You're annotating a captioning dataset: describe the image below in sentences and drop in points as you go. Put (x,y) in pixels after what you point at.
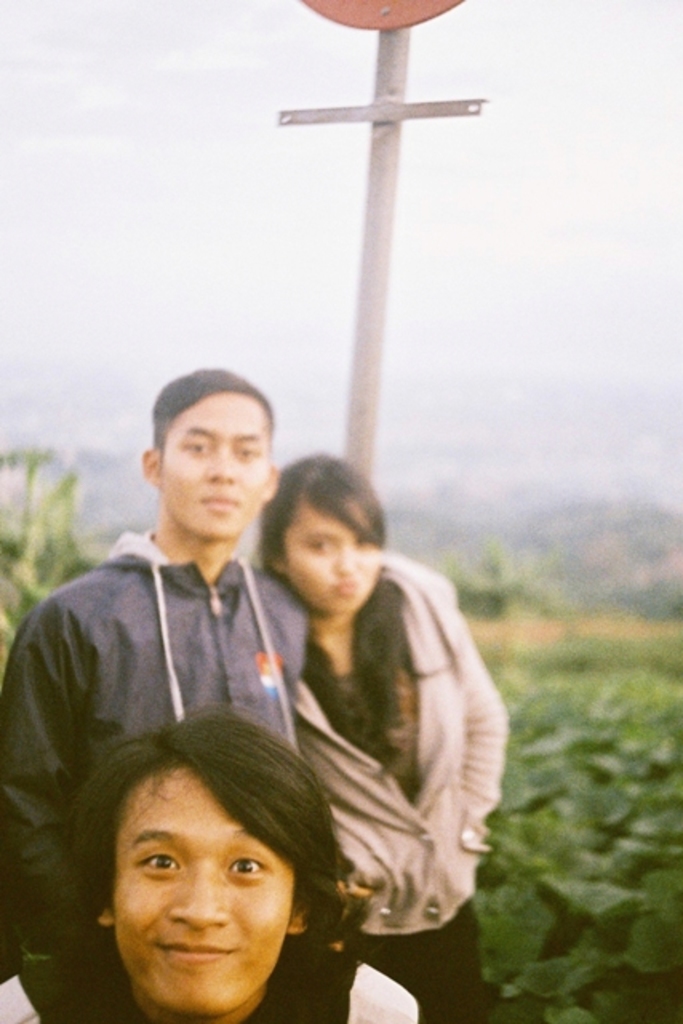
In this image we can see three persons (361,826), behind them, we can see some plants (533,696) and a pole (371,119), in the background (598,126), we can see the sky (587,126).
